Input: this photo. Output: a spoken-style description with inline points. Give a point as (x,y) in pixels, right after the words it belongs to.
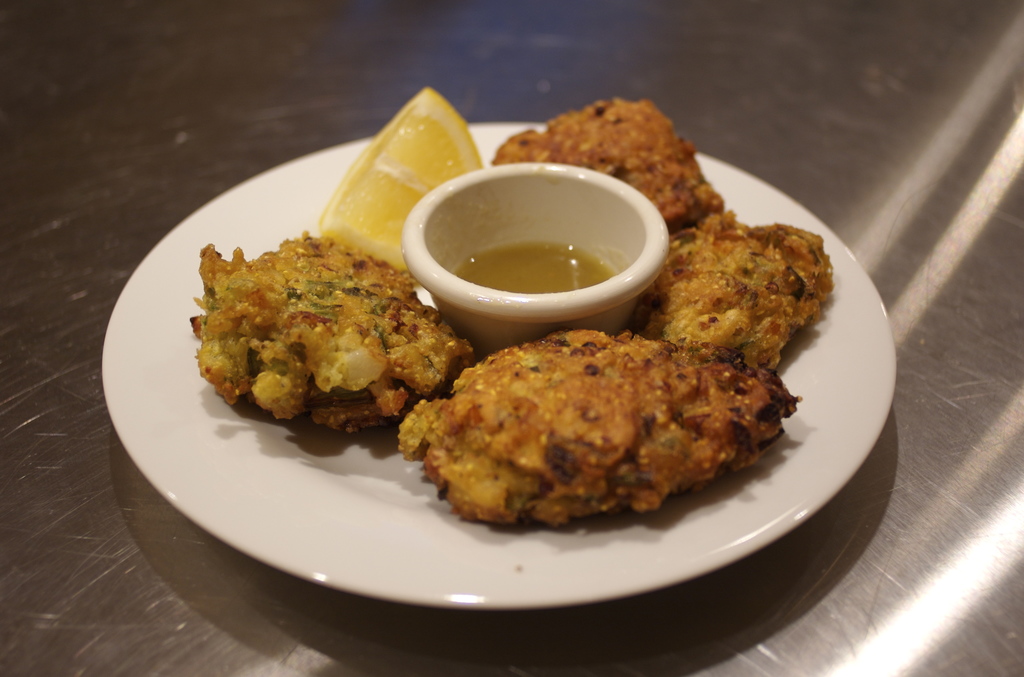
In this image we can see the food items (632,354) and a bowl (479,248) of sauce (552,283) and a lemon (421,164) on the white color plate (558,581) which is on the metal surface (342,598).
